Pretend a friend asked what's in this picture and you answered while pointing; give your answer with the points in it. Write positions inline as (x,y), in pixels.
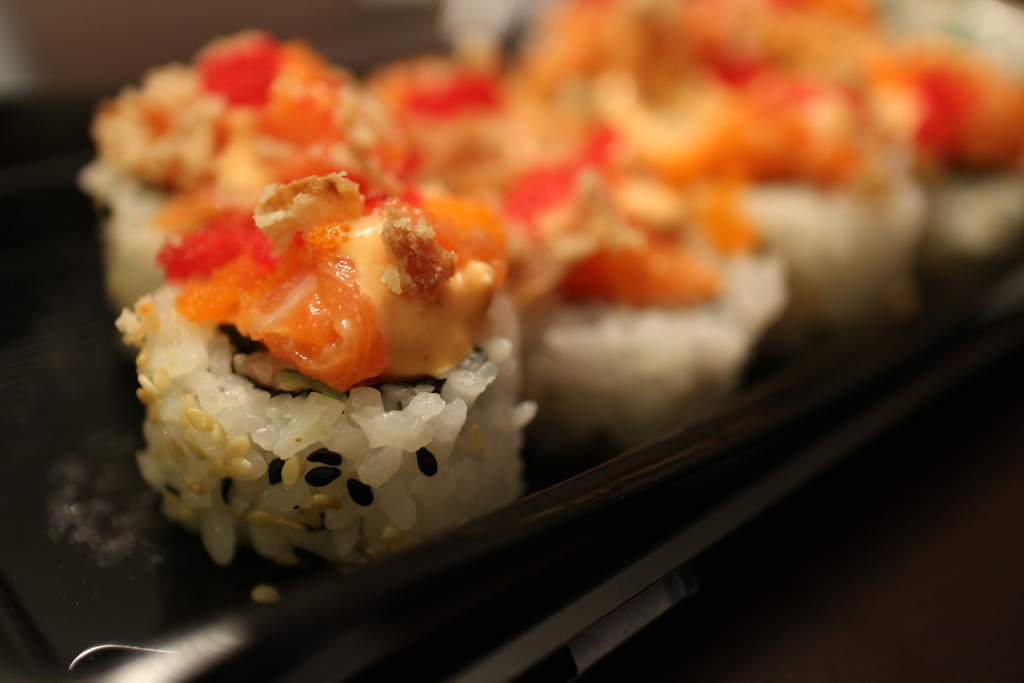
In this image there is a black tray (409,593) on which there is some food (349,326) which is made up of rice (289,434).
